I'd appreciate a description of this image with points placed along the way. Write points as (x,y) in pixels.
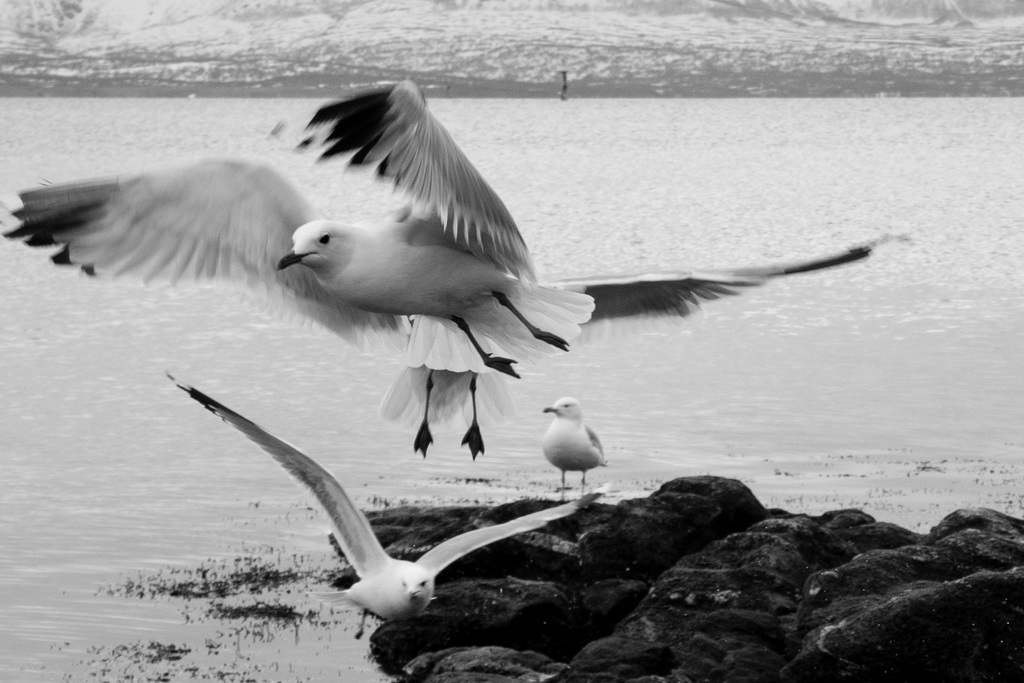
In this picture I can see there are few birds (438,553) and it has few feathers (251,235) and there is a lake (272,490) in the backdrop (344,462) and there is a rock (685,569).
